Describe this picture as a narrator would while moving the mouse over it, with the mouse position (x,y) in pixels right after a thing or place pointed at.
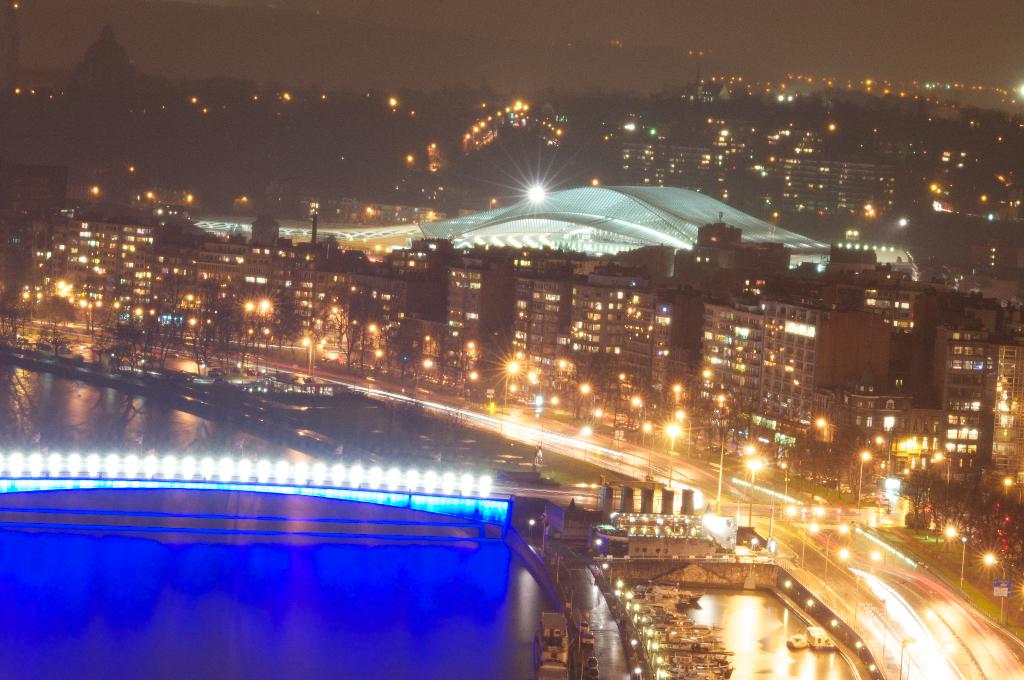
In this image we can see water (174,577) on the left side (196,555). Also there is a bridge (286,479) with lights (488,488). There are many buildings (471,296) with lights (592,236). And there is road (892,562). In the background (254,171) it is dark.
